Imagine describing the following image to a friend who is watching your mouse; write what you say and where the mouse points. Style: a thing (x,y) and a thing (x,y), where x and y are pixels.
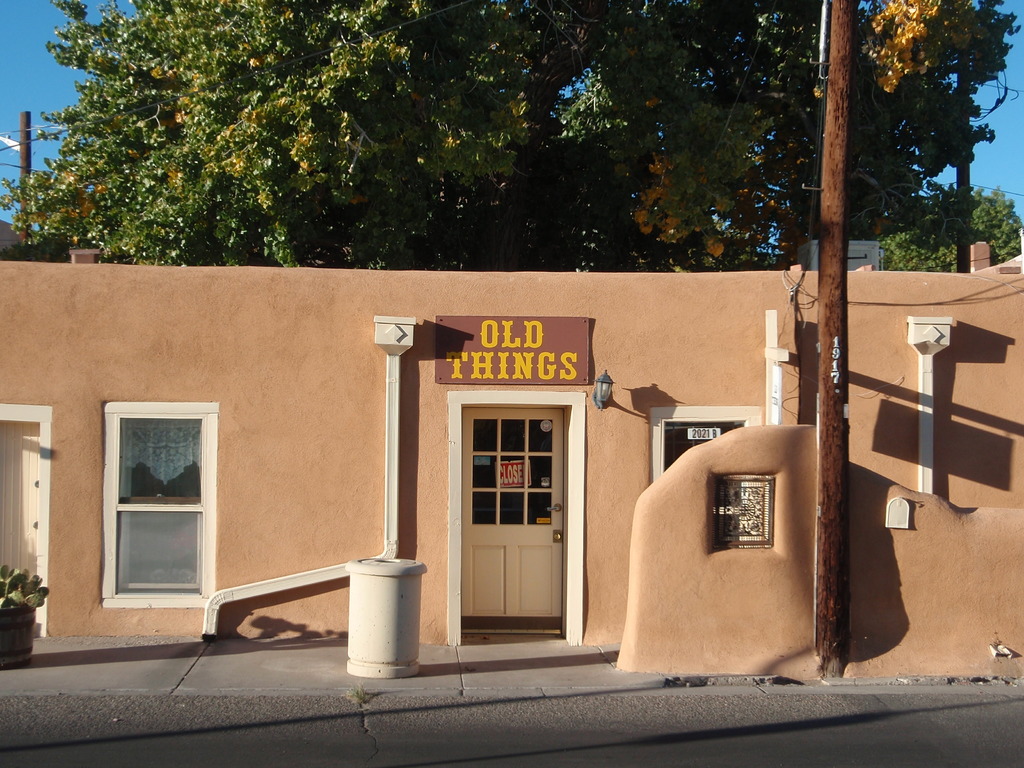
In this picture we can see the road (534,734), door (546,537), house plant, name boards (522,328), windows (140,532), walls (48,626), poles (842,213), trees (475,192), some objects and in the background (14,71) we can see the sky (17,35).
